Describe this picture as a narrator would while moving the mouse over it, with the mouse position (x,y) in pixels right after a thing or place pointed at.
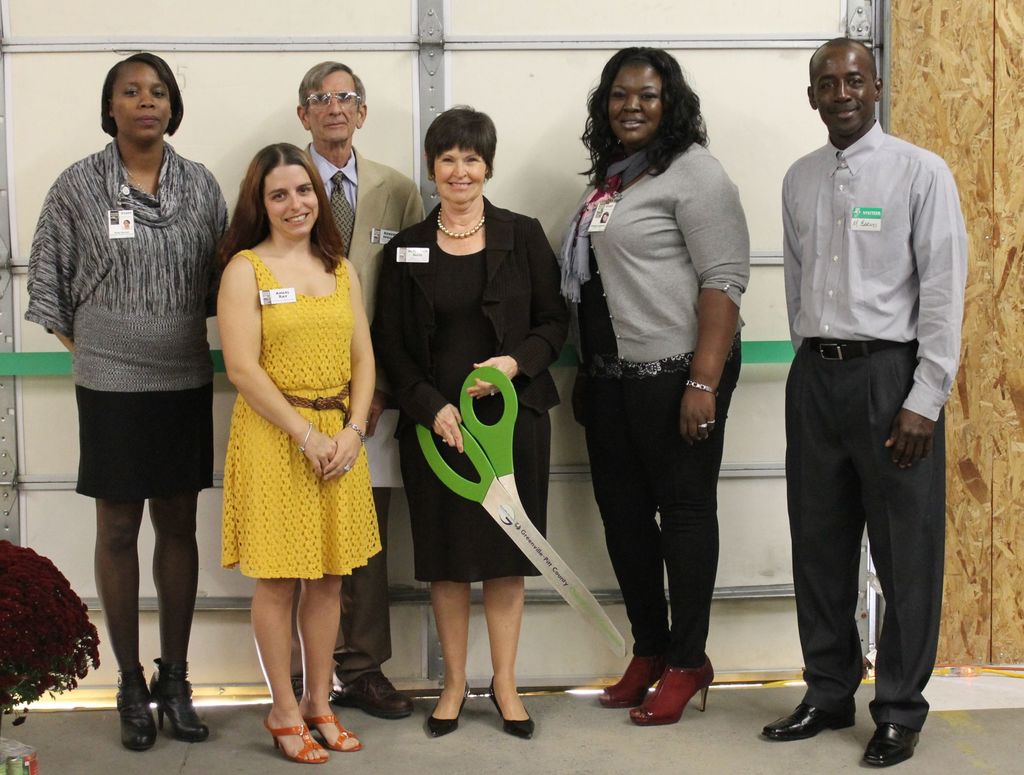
In this image we can see six persons (369,174) standing. They are wearing badges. One lady (436,297) is holding scissors (441,475). On the left side (56,610) where we can see flower bouquet (56,610). In the back (503,26) there is a wall (181,82).
